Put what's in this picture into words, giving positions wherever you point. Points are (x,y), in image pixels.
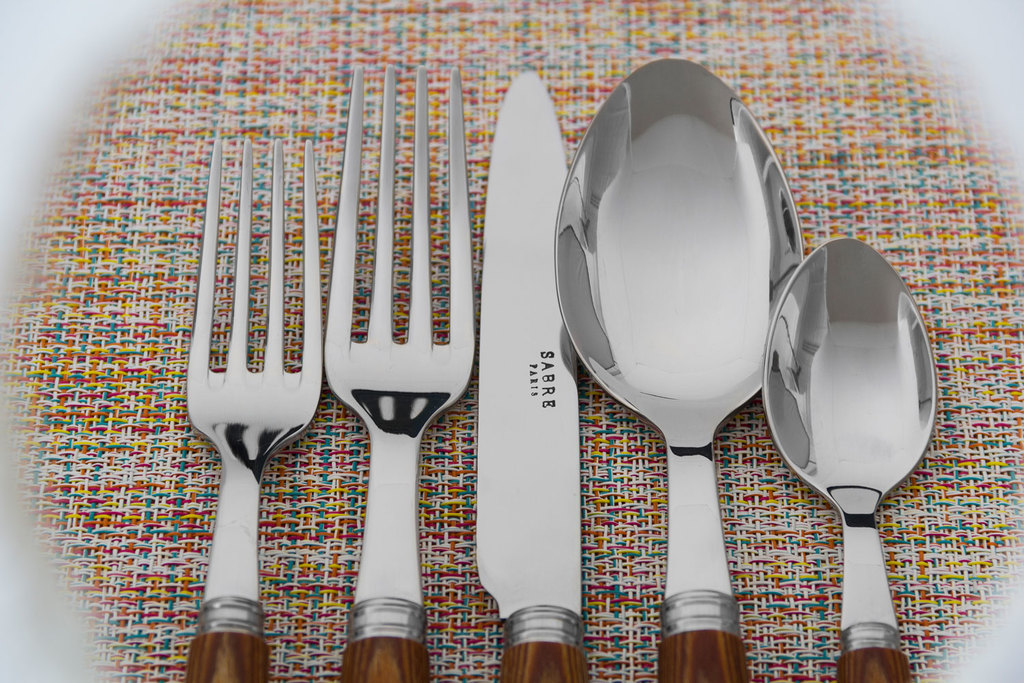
In this image I can see a colorful object (315,45) on which I can see two forks (316,197), a knife (491,277) and two spoons (737,332).
